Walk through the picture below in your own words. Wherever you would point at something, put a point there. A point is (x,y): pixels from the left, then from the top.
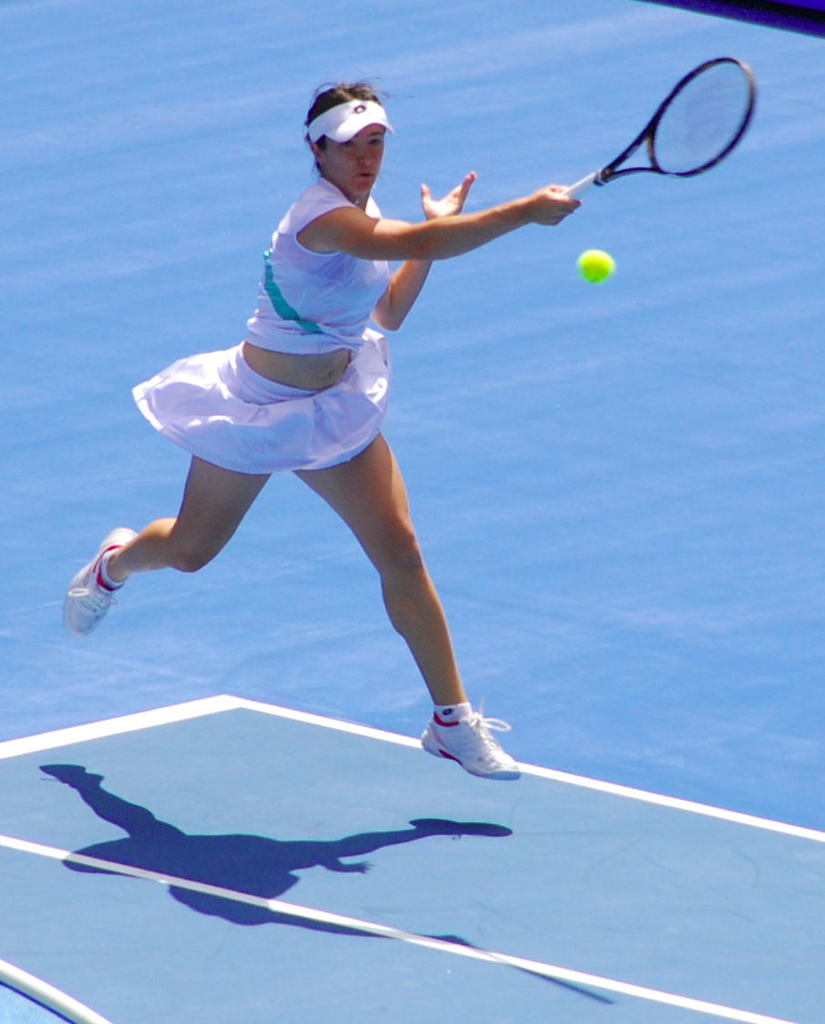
In this picture there is a woman (375,348) playing tennis in the court (360,690).
